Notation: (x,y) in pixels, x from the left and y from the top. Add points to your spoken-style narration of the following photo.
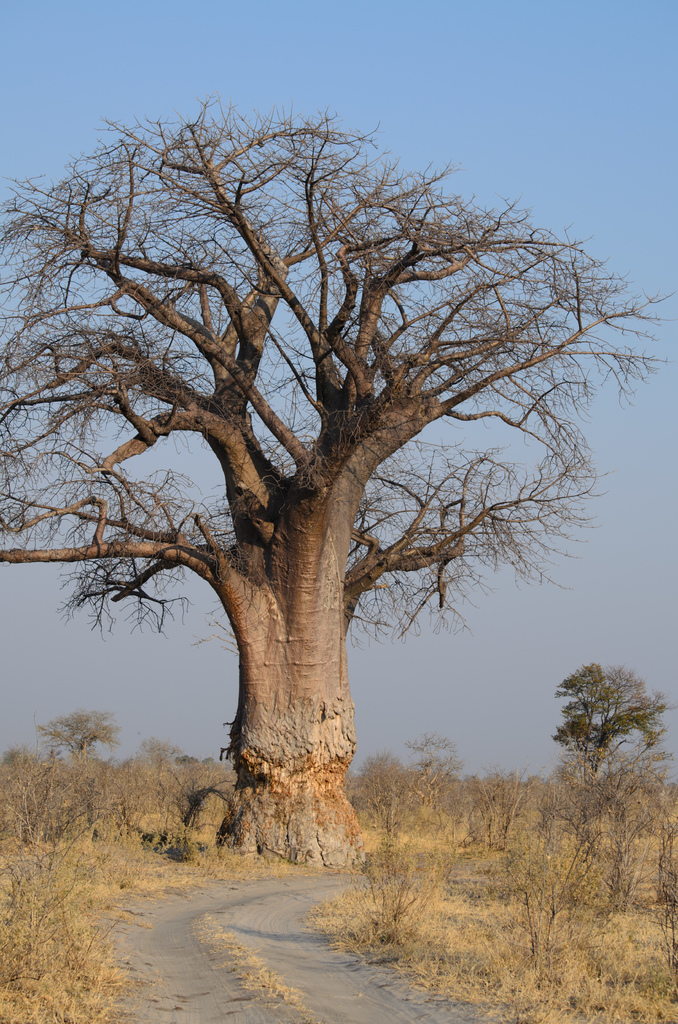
In this image in the center (245,547) there is a tree (245,411), and at the bottom (111,977) there is grass (504,949), walkway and some plants (570,801). And in the background (46,351) there is sky (599,626).
